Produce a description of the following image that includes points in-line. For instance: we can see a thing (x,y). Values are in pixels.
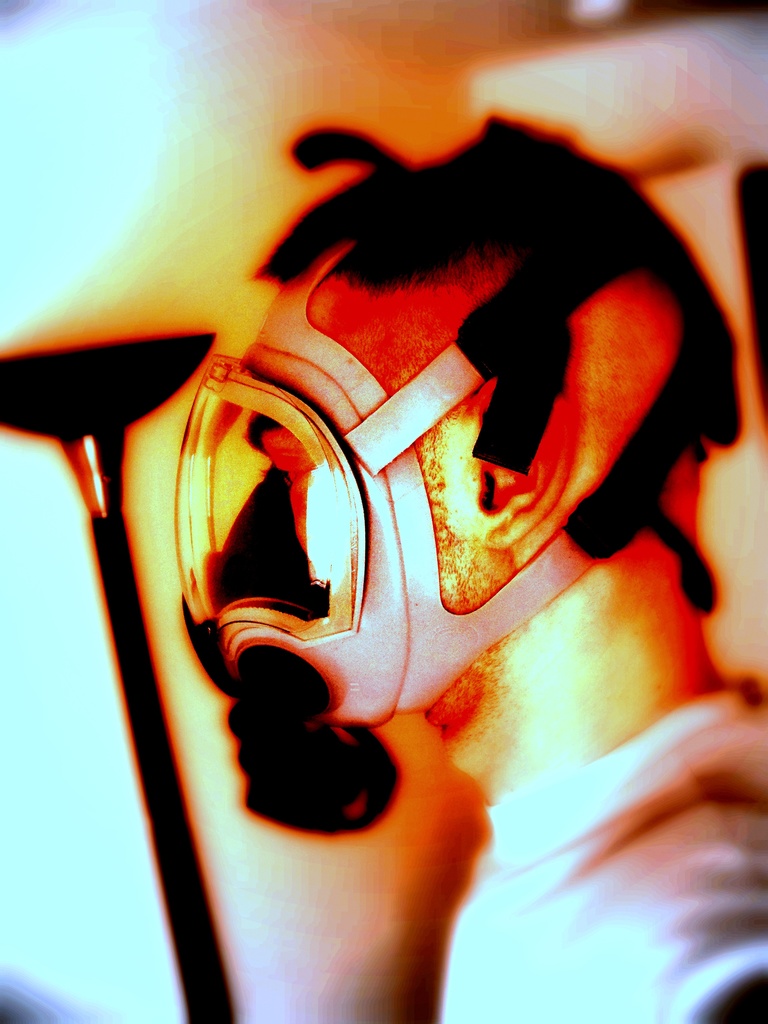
This picture is an edited image. We can see a man (555,493) with a mask (425,545) and an object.
